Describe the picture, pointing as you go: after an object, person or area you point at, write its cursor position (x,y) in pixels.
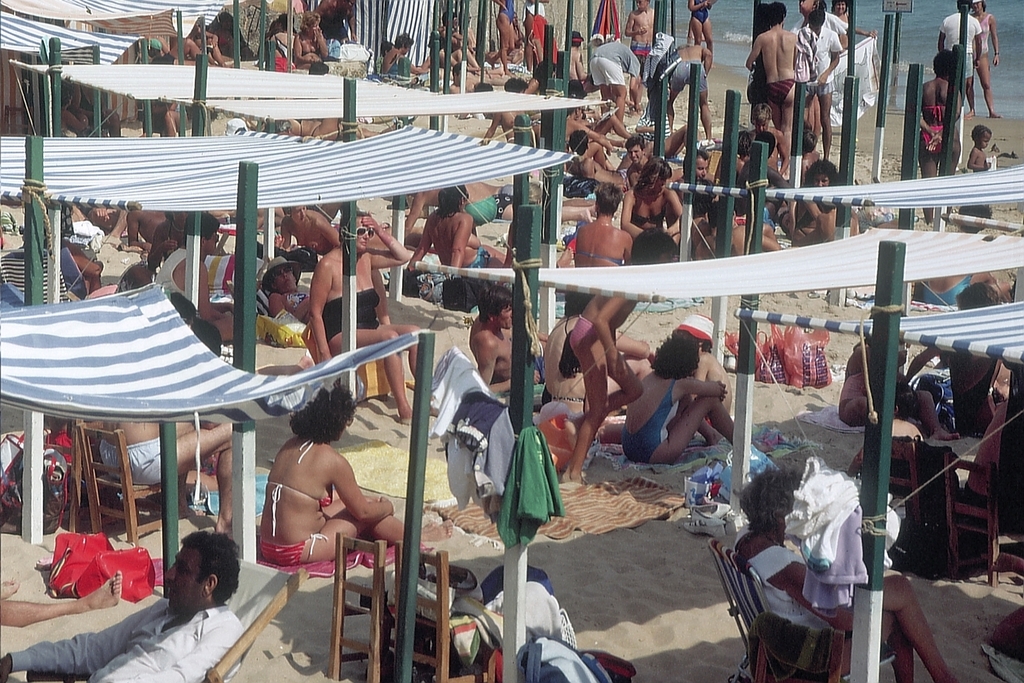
In this picture we can see a group of people (311,416) where some are sitting and some are standing on sand (455,120), tents (904,236), clothes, poles (874,474) and in the background (670,26) we can see water (918,51).
